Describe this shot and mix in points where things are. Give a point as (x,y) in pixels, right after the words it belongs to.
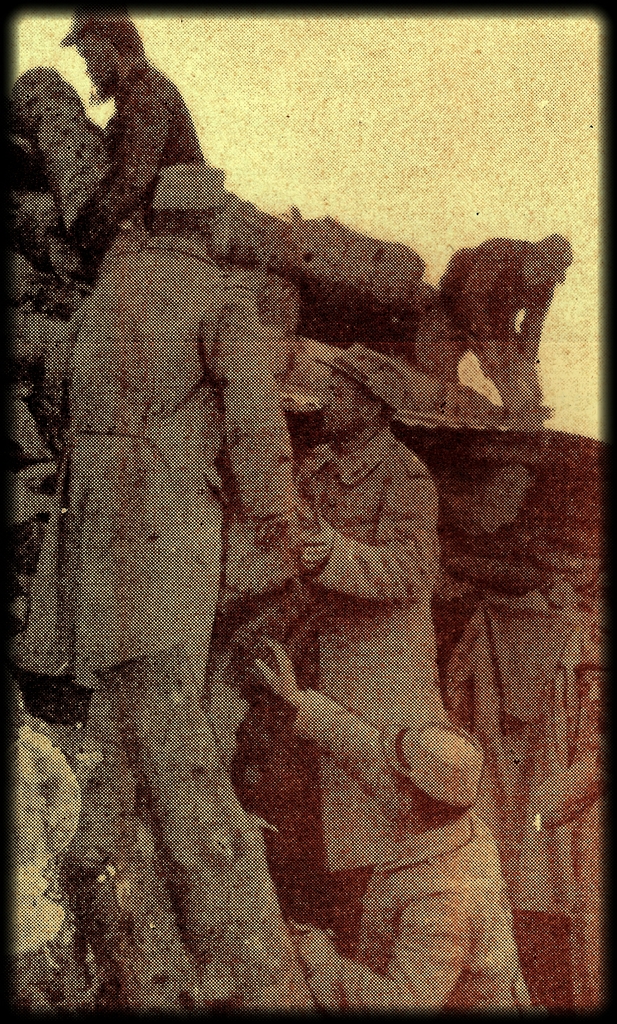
In this image we can see a few persons (161,537). They are wearing a coat (217,407) and here we can see the cap (420,780) on their heads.
